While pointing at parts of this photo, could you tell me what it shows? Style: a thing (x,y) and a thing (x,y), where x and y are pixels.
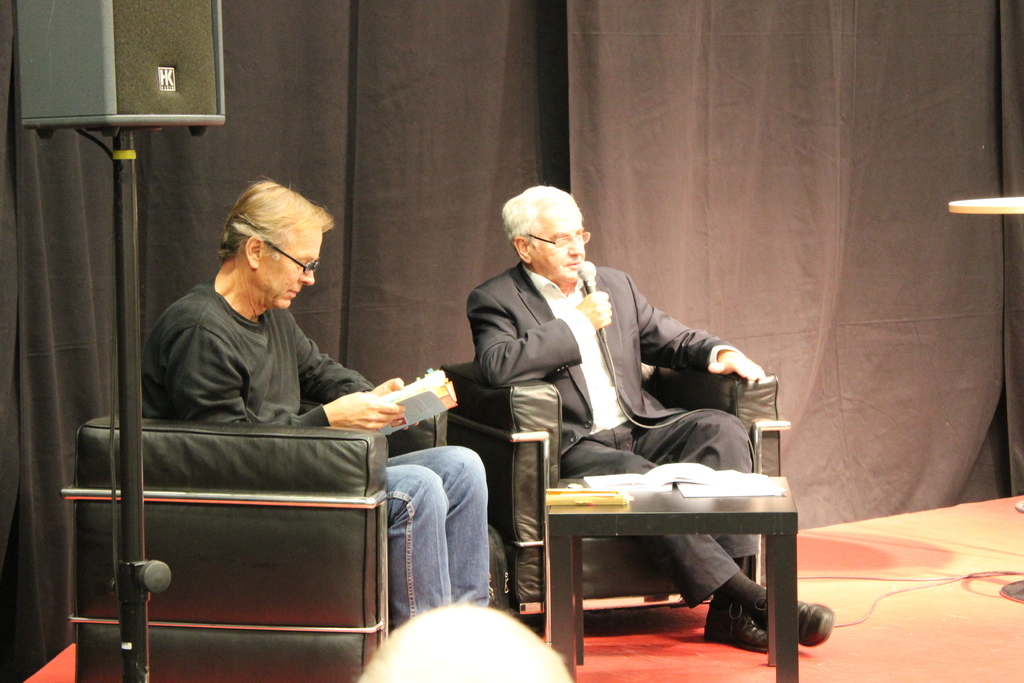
In this image i can see 2 persons (460,531) sitting on couches (336,531), one of the person (366,394) is holding a book (413,401) in his hands (383,404) and the other person (574,323) is holding a microphone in his hand (596,295). To the left corner (175,77) i can see a speaker (167,58). In the background (429,75) i can see black curtains (769,144) covered.
